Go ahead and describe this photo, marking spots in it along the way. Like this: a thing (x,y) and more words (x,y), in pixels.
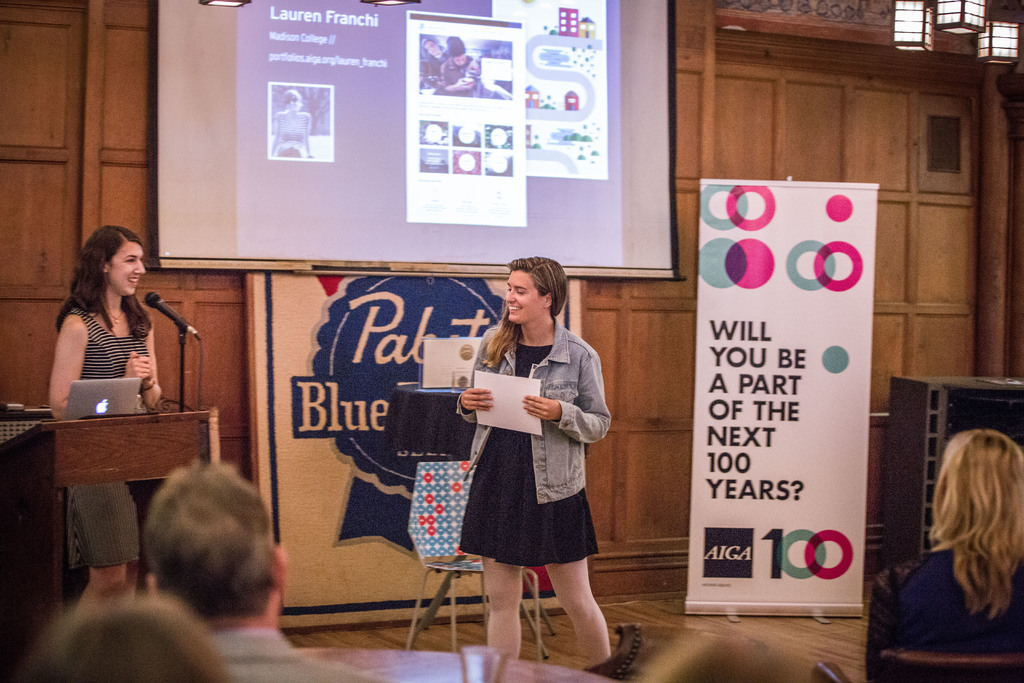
In this picture there is a woman (580,643) standing and holding the paper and she is smiling and there is a woman (129,374) standing behind the podium (17,613) and she is smiling. There is a laptop (91,389) and microphone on the podium (170,414). In the foreground (204,474) there are group of people (924,611) sitting and there is a glass (472,668) on the table (399,653). At the back (320,425) there are hoardings (733,439) and there is text (320,425) on the hoardings (870,341) and there is a chair (451,553) and speaker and there is a screen (163,46) and there is text (302,52) and there are pictures (314,115) of people (436,77) on the screen (472,126). At the top (963,0) there are lights (1016,58).
